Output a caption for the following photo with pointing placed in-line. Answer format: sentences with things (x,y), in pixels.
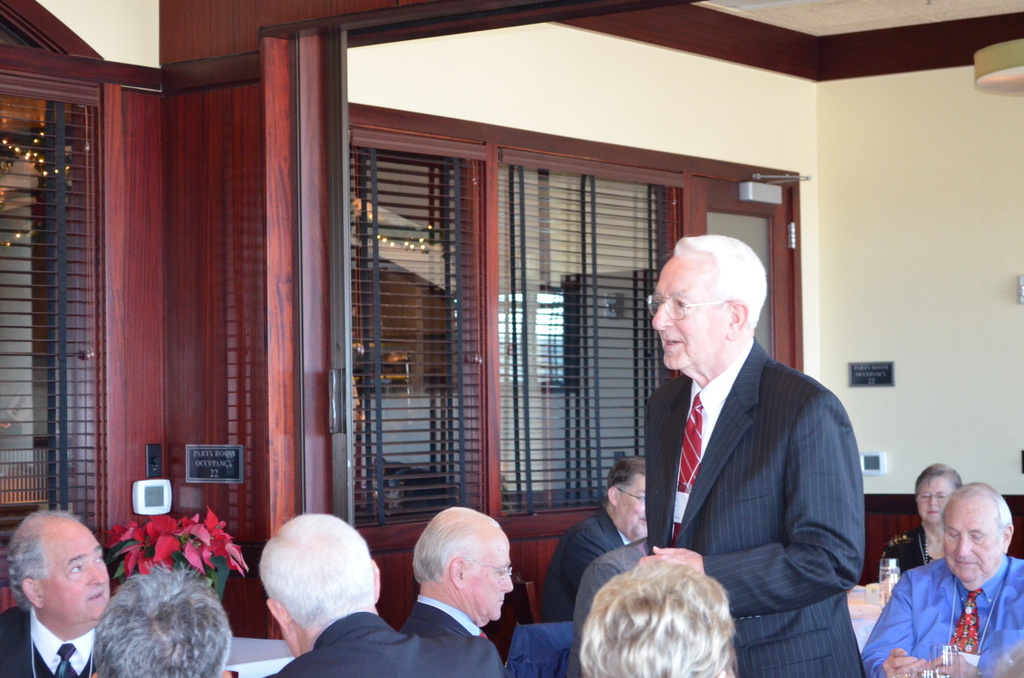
This image is taken indoors. At the bottom of the image (331,610) a few people (438,631) are sitting on the chairs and there are a few tables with tablecloths (276,657) and a few things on them and a man (846,588) is standing on the floor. In the background (835,320) there is a wall (181,382) with a door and windows (452,280). There are two boards (854,381) with text (872,378) on them. At the top of the image (802,31) there is a ceiling (922,18).
